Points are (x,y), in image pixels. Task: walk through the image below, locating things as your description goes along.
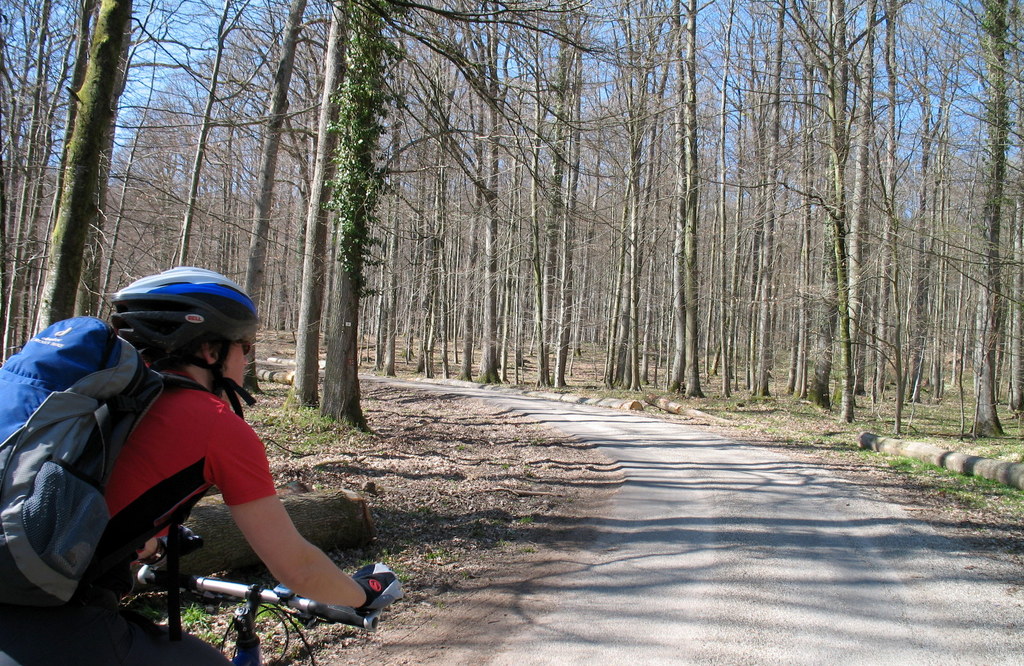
In this image I can see a person (142,545) wearing helmet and riding bicycle (217,580) on the road (606,539), side there are so many trees (949,333).
